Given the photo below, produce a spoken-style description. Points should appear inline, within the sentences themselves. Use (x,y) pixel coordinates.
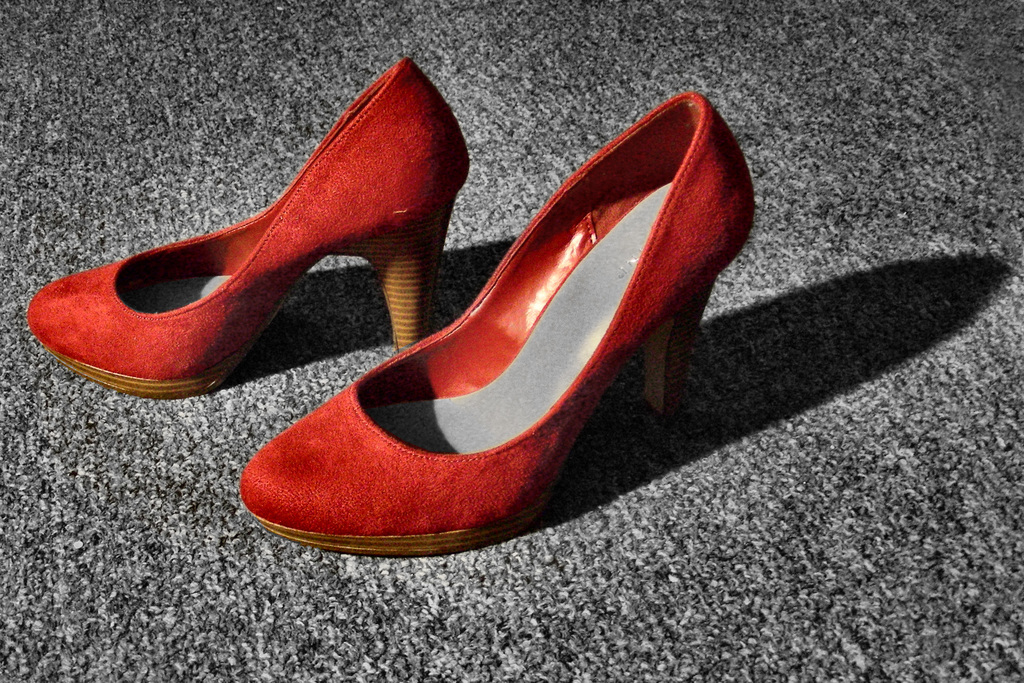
In this picture we can see footwear (245,286) placed on the surface (639,534).
